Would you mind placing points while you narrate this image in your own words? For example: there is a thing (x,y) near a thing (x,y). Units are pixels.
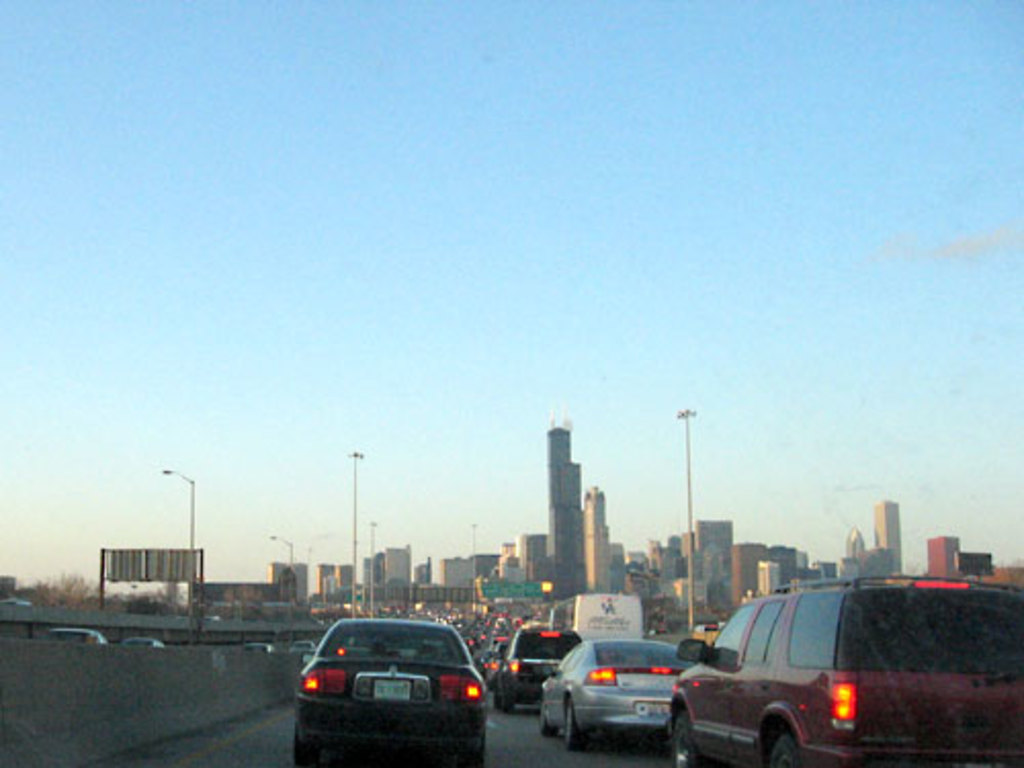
In this image I can see the road (290,767). On the road (274,726) there are many vehicles (659,654). To the side I can see the wall (162,679). In the background (452,584) there are many buildings (566,553), poles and the blue sky (520,232).
